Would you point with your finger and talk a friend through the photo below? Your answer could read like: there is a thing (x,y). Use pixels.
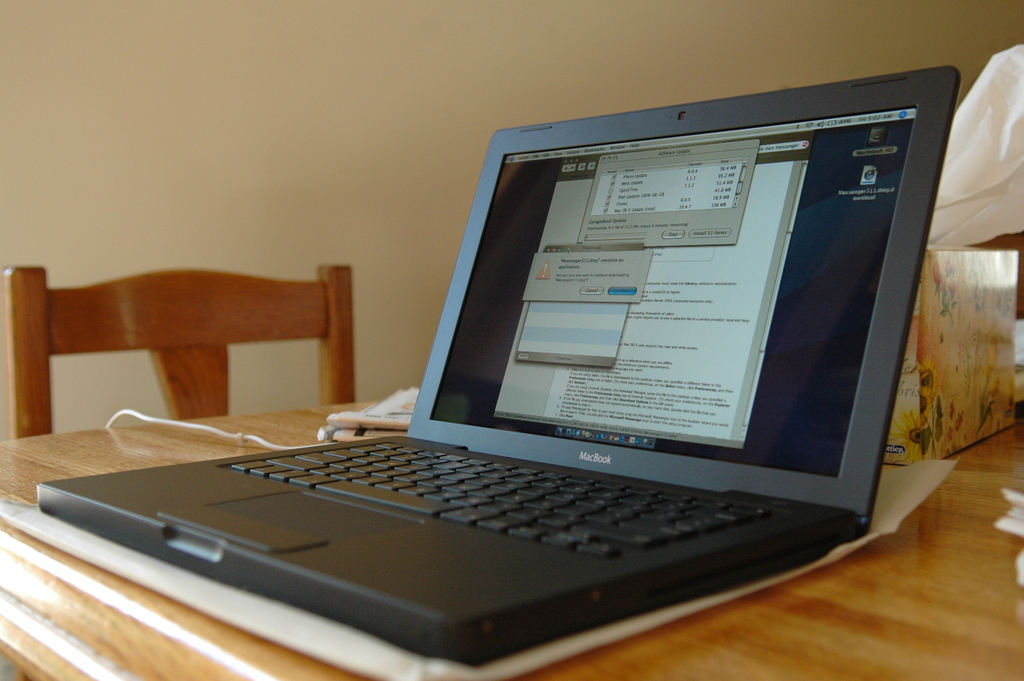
In this picture there is a laptop (766,371) placed on the table (721,614). On the table (695,618) there is a wire (224,436), a paper (325,428) and beside to it there are chairs (208,330). On the screen (552,240) of the laptop (629,275) there are icons (868,142), pop ups (634,271) and text (633,396). On the laptop (612,438) there is text (596,460) "Macbook" on it. Behind the laptop (836,437) there is a box (943,309). In background (463,42) there is wall (450,53).
